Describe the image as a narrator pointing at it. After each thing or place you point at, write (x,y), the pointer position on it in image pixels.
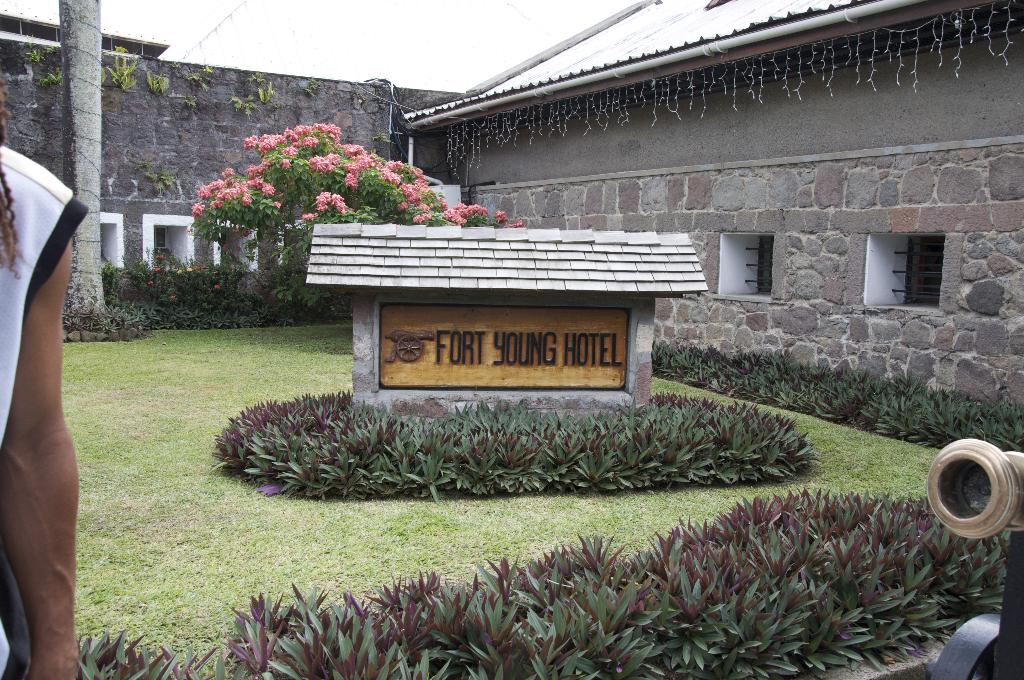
In the foreground of the picture (758,554) there are plants (729,566), grass (553,538), cannon (1001,517) and a person's hand (32,378). In the center of the picture (401,443) there are plants (272,431), grass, trees (238,224), flowers (272,190) and wall (49,128). At the top (118,16) there is sky (425,50) and roof (614,56) of the building (646,69).
